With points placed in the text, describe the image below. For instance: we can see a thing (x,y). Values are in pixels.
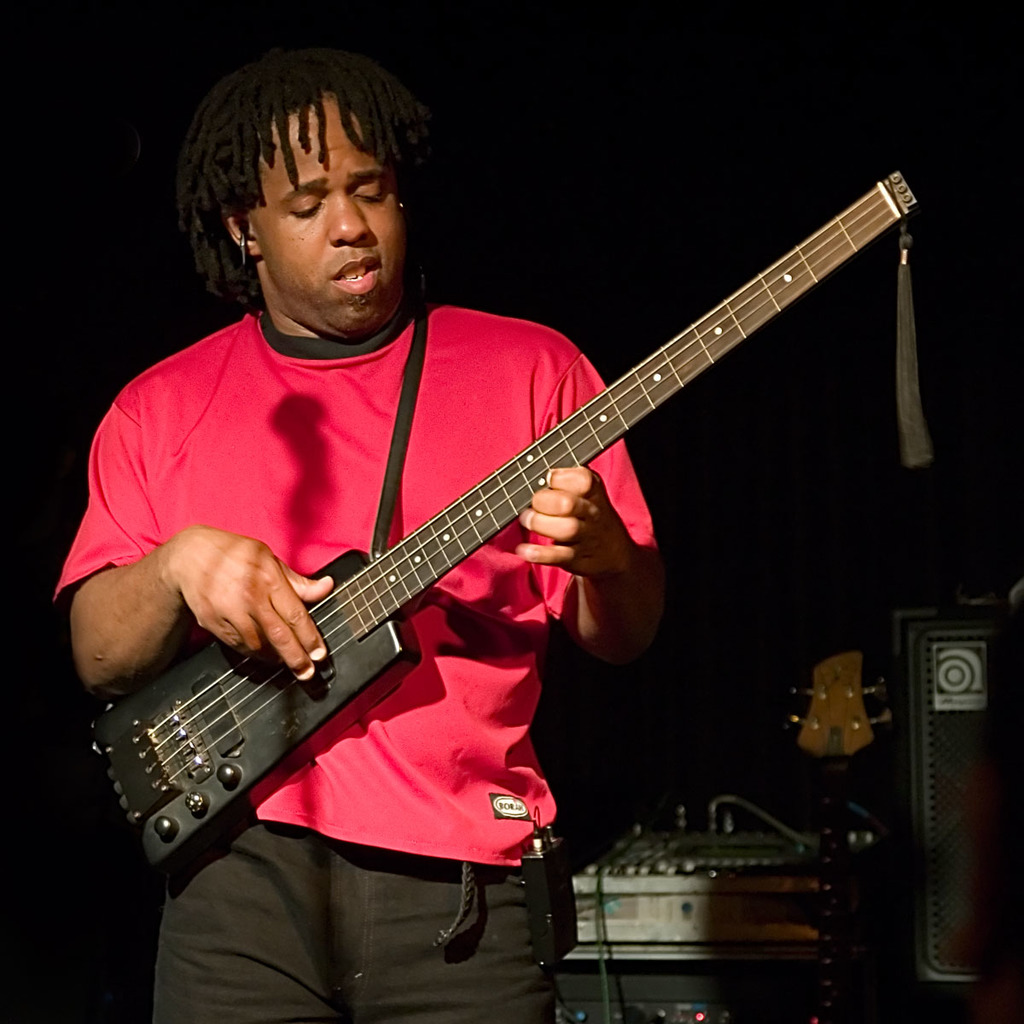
In this image we can see a person (351,546) playing a musical instrument (382,607). There are few objects (699,835) at the right side of the image (693,886). There is a dark background (743,96) in the image.
